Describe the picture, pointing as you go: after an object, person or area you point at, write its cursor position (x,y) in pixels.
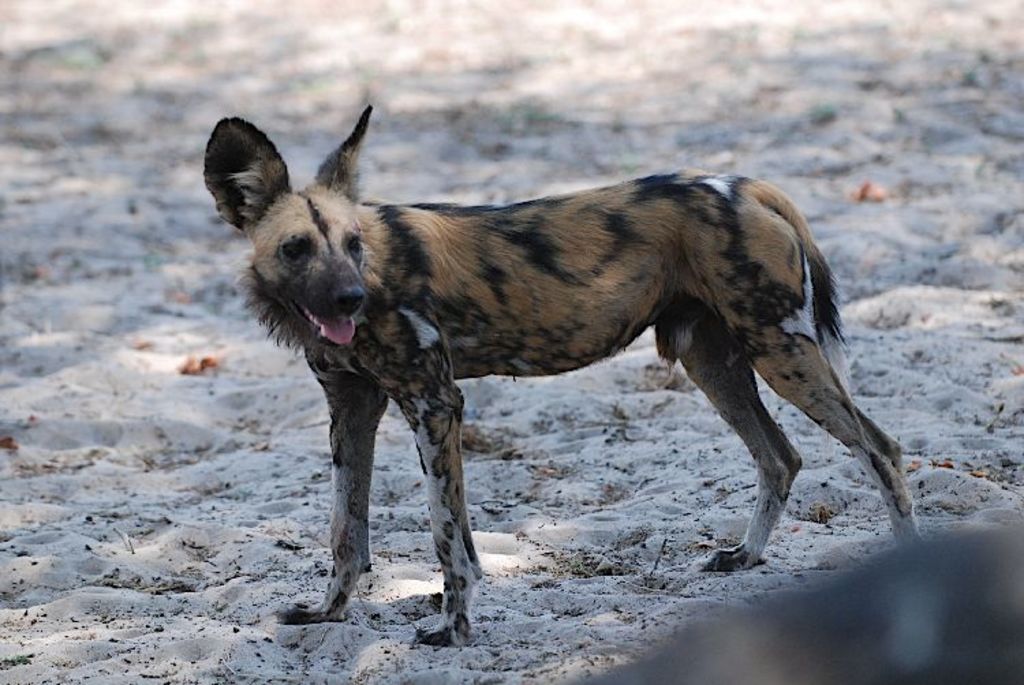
In this picture we can see a dog (416,379) standing in the front (431,366), at the bottom (308,529) there is sand (201,350).
